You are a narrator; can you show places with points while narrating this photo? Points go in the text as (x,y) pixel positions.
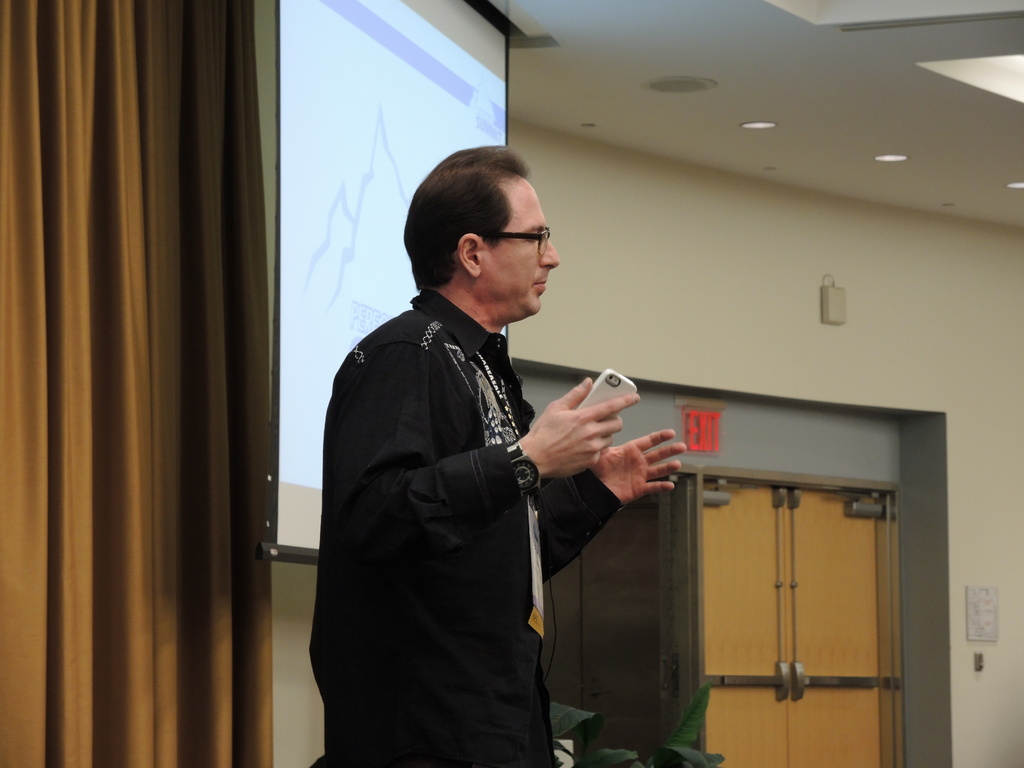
In this image, we can see a person (494,443) is holding an object (602,392) and standing. Background (3,628) we can see screen (340,189), curtain (195,687), wall (934,683), doors (652,648), sign board (698,423), few objects (995,619) and lights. At the bottom of the image (637,754), we can see plant leaves (630,754).
